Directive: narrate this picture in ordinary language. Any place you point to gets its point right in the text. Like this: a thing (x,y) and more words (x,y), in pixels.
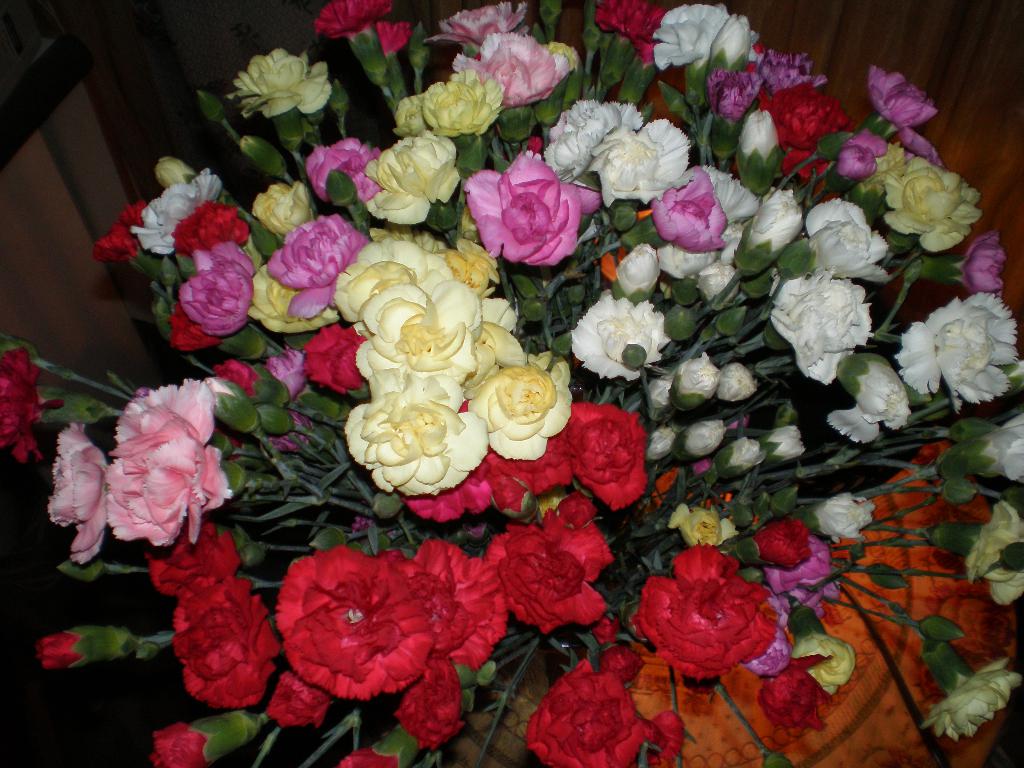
This image there are few stems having flowers (404,459), leaves (331,454) and buds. Right top there is a wooden material (933,55).
